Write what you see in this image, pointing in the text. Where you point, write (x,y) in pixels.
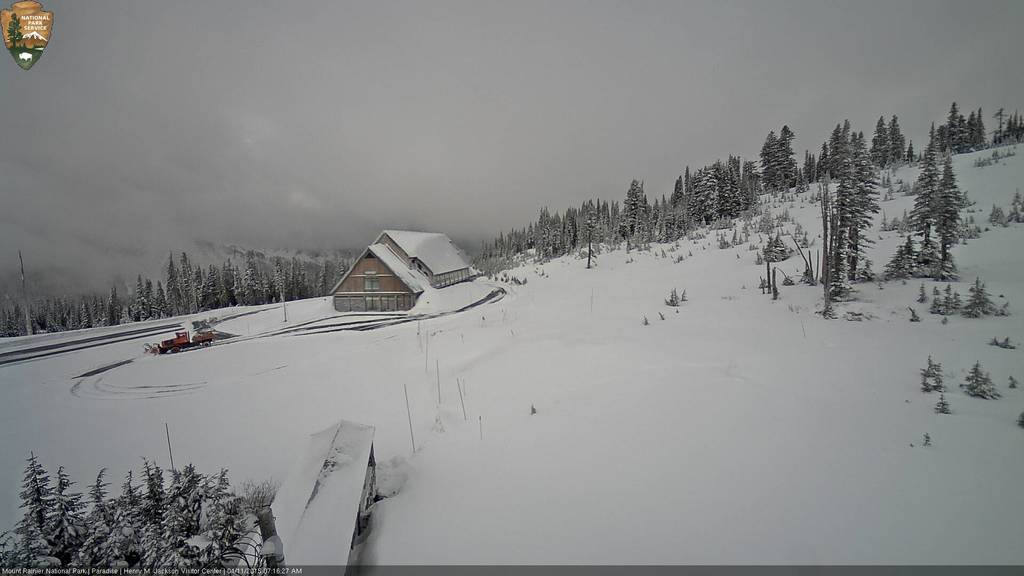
In this picture there is a house (414,267) on the left side of the image (339,288), which is covered with snow (414,253) and there are trees (848,253) in the image, there is snow (975,239) around the area of the image.
